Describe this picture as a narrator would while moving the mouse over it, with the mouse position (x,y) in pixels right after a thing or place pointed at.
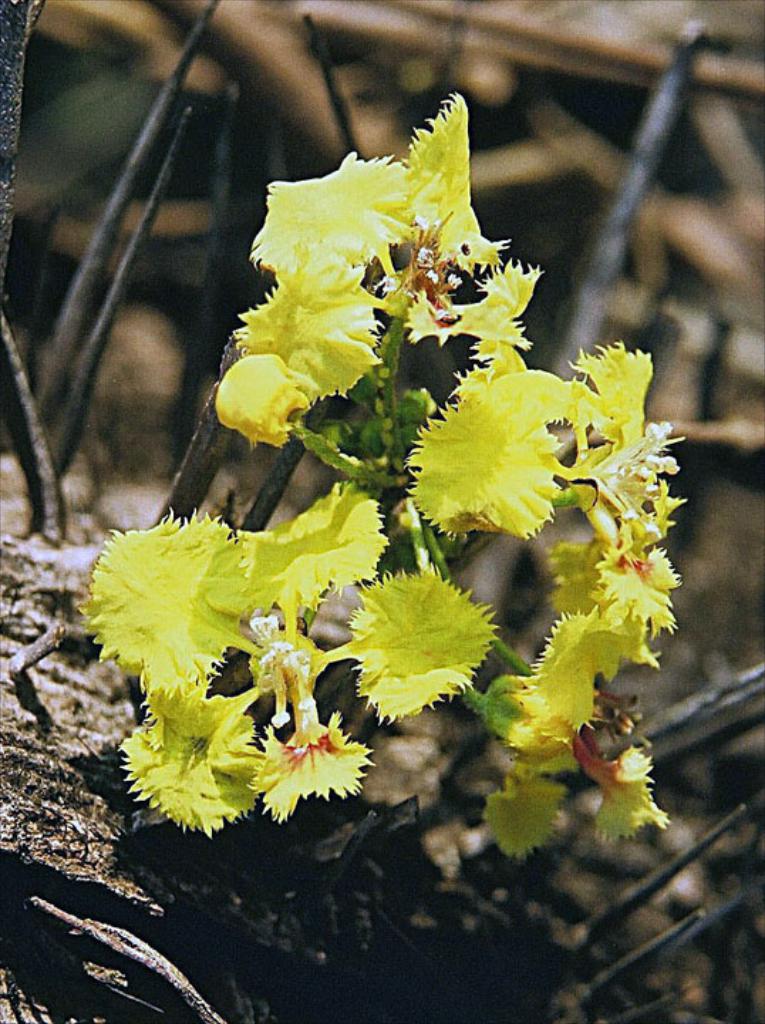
This is a zoomed in picture. In the center (269,582) we can see the yellow color objects (404,607) seems to be the flowers (356,298) and we can see the plant (434,548). In the background (368,10) we can see the dry stems (382,6) and some other objects (279,97).
